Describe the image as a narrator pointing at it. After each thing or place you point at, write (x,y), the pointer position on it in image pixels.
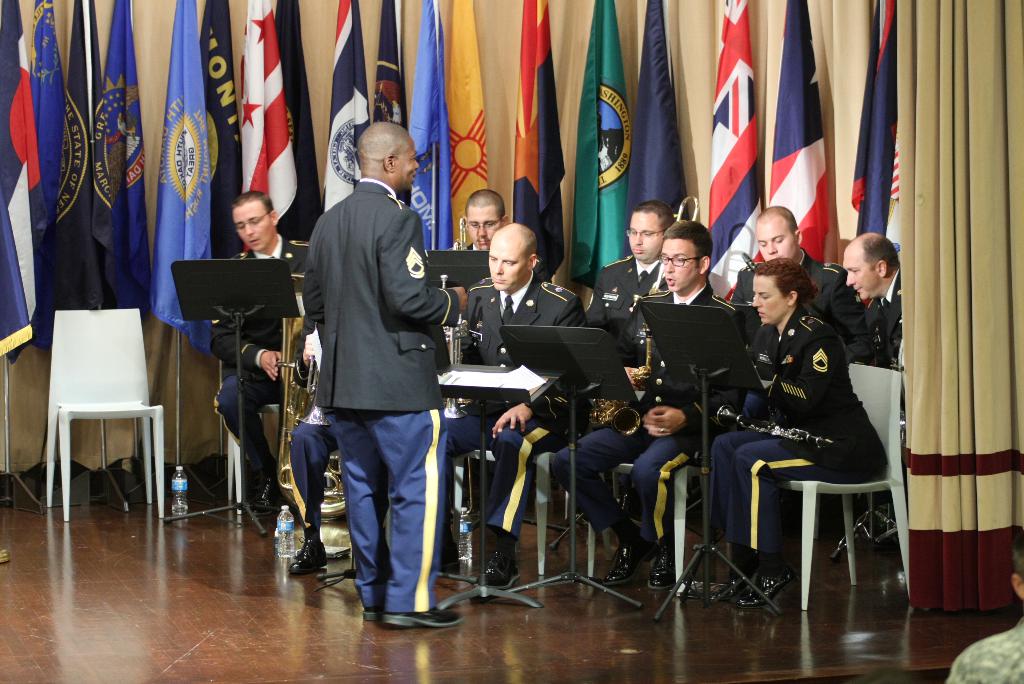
In the picture I can see a group of people (804,284) sitting on the chairs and they are holding the musical instruments (289,328). I can see a man (412,233) standing on the floor (296,639). In the background (329,202), I can see the curtain (975,187) and flagpoles (789,149). I can see the water bottles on the floor (222,516).
